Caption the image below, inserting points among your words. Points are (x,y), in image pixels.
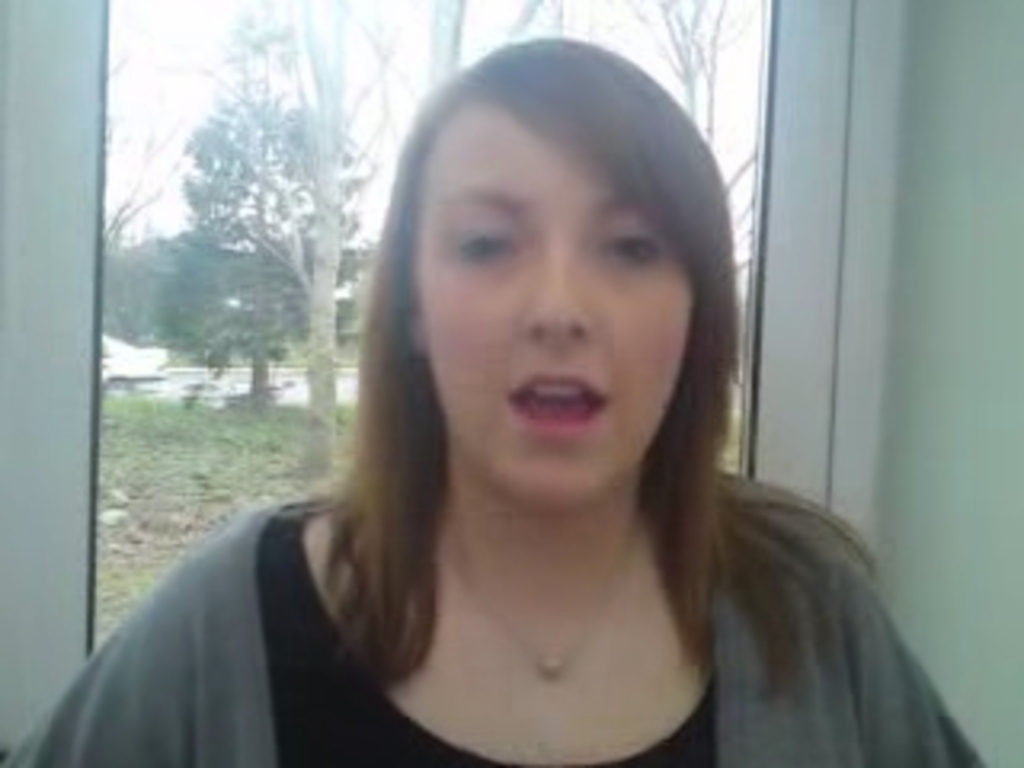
In this image there is a lady (346,679). This is a glass window (272,191). Through the window (256,138) we can see outside there are trees (241,337) and ground (219,447).
